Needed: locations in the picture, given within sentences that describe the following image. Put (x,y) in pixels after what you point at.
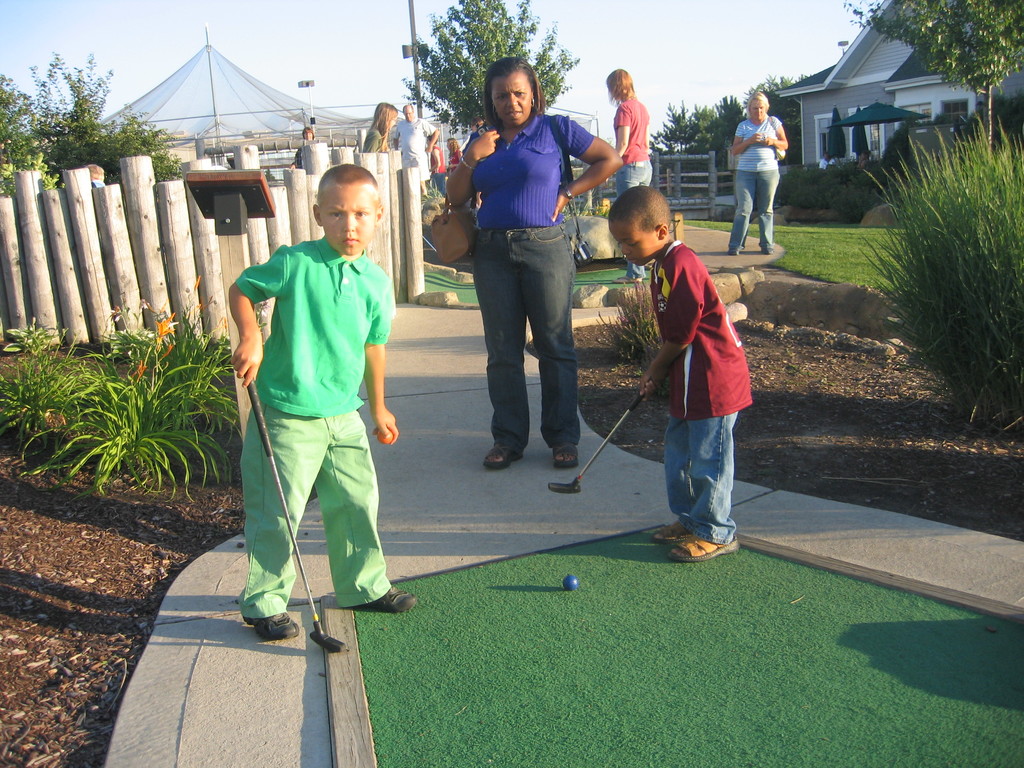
In this image, we can see few people (692,500). Two kids (696,486) are playing a game and holding sticks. Here a boy (343,471) is holding a ball (384,437). At the bottom (641,659), we can see green color object (636,707), walkway (441,474), ball (573,576) and ground (830,445). Background (792,249) we can see few plants (928,226), grass (822,242) wooden objects (403,239), trees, house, poles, net (282,117) and sky (608,33).
